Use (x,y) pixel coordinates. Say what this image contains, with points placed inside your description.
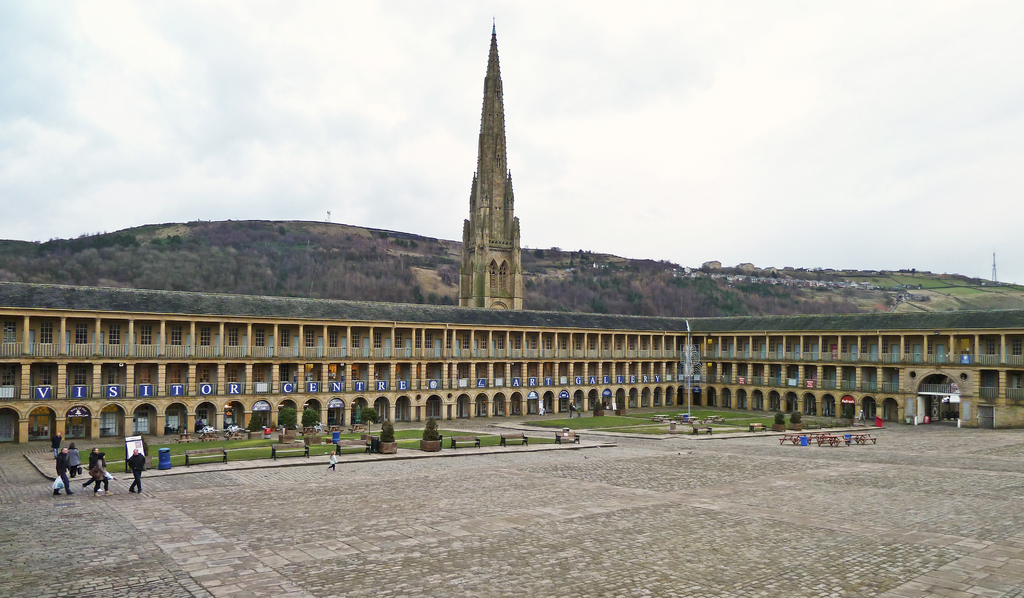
In this image we can see a building (124,399), tower (514,275), name boards (37,392), persons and other objects (169,458). In the background of the image (607,257) there are mountains (32,254), poles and other objects (908,296). At the top of the image (768,103) there is the sky (625,135). At the bottom of the image (306,544) there is the floor (342,555).
